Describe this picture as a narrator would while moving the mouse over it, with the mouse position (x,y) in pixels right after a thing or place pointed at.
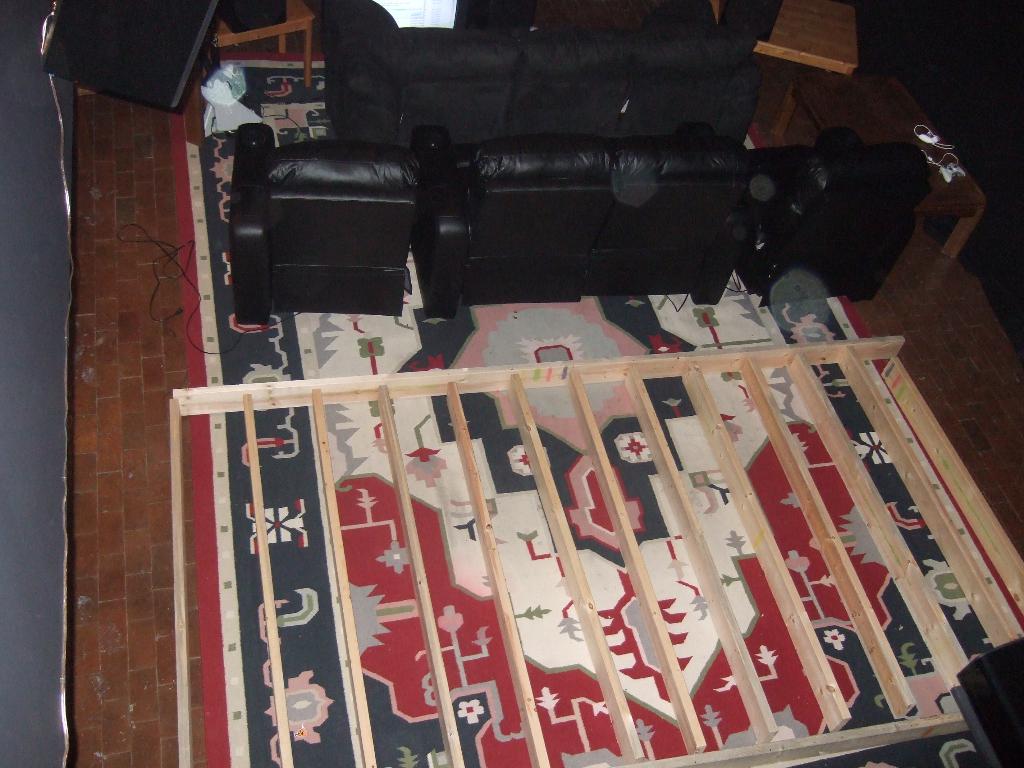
In the image there are sofas (743,156) and in front of the sofas (277,288) there is a wooden object (699,569) and there is a table (888,109) on the right side of the sofas (739,169) and on the table (930,127) there are two objects (953,166).
